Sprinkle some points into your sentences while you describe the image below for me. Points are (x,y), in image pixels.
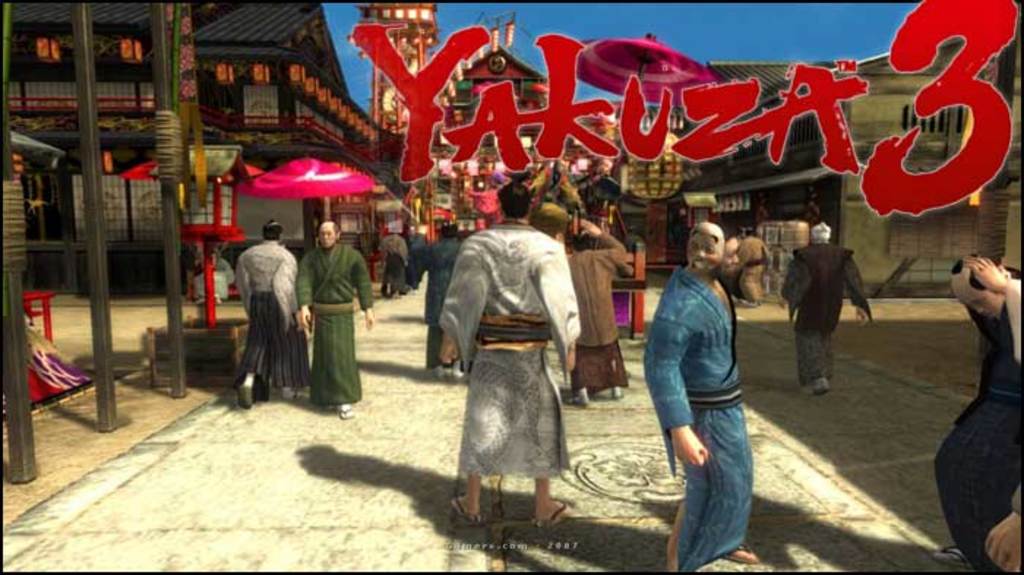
In the foreground of the picture (336,395) I can see a few people (278,249) walking on the road (265,433). I can see the building (921,292) on the left side (137,155) and the right side (863,157) as well. There are pillars (165,203) on the left side (10,288). I can see the text (848,144) at the top of the picture (638,94).
